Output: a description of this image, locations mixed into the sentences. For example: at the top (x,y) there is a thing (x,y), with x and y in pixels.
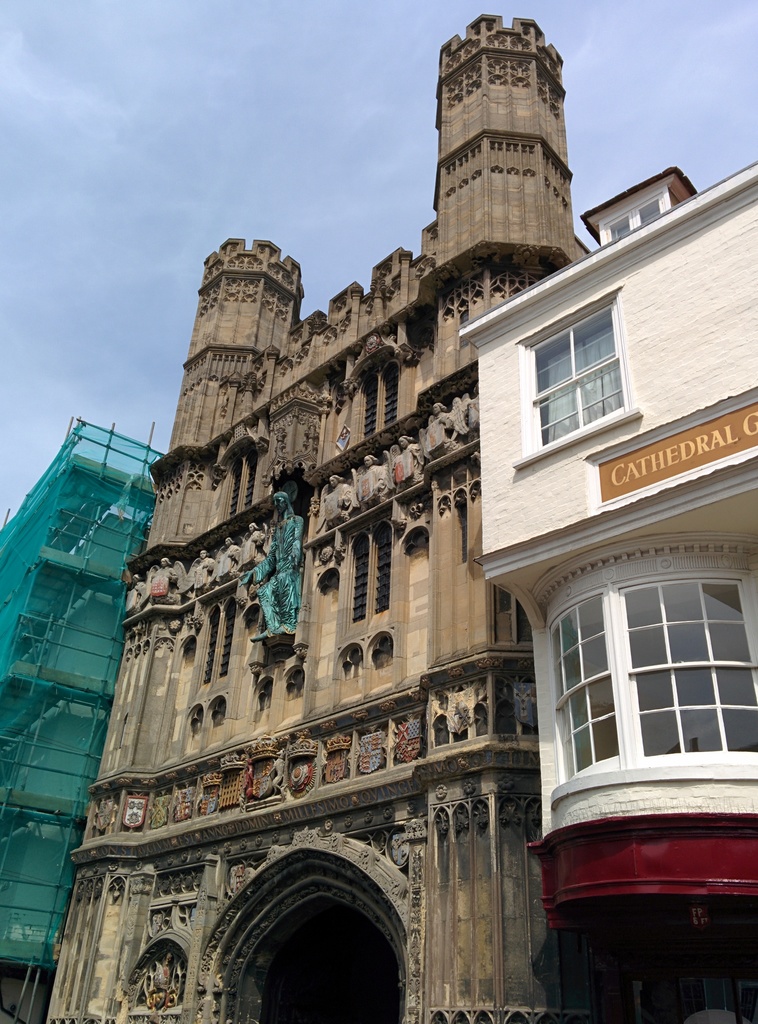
In this image I can see the building (320,704). I can see the statues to one of the building (245,718) and there is something is written on another building (617,466). In the background (143,188) I can see the clouds (85,50) and the sky (158,190).
